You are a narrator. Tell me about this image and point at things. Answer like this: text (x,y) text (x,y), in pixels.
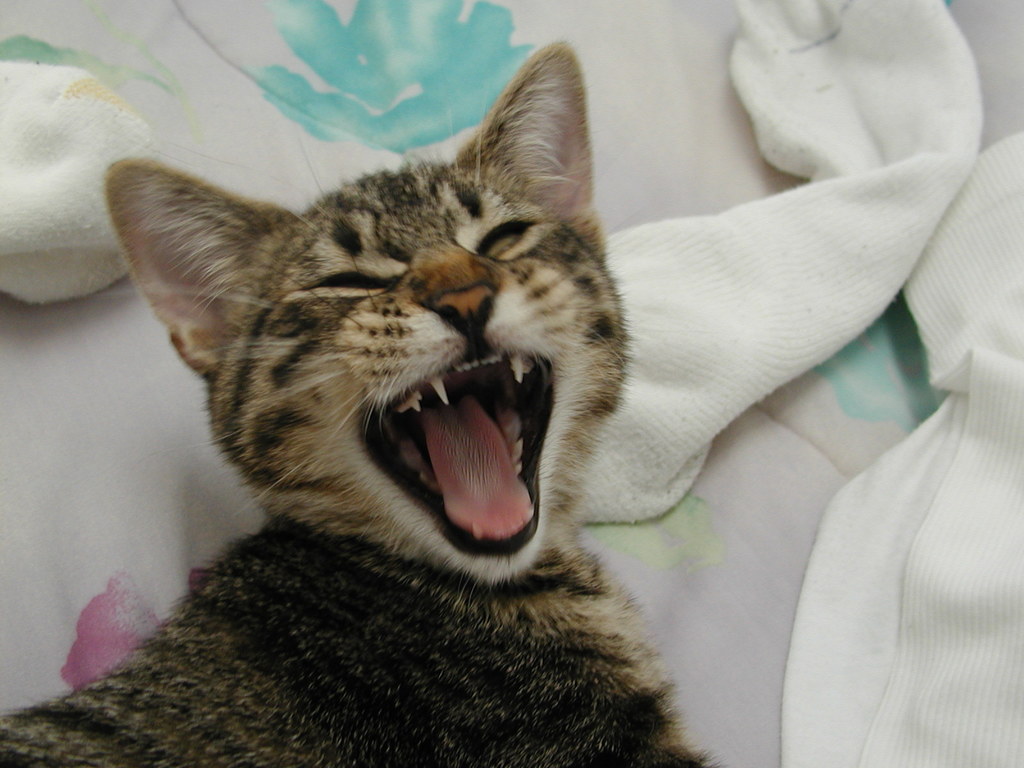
In this image we can see a cat (177,724) which is of brown color is yawning lying on the bed (127,527) and at the background of the image (958,301) there are some socks (826,110).
